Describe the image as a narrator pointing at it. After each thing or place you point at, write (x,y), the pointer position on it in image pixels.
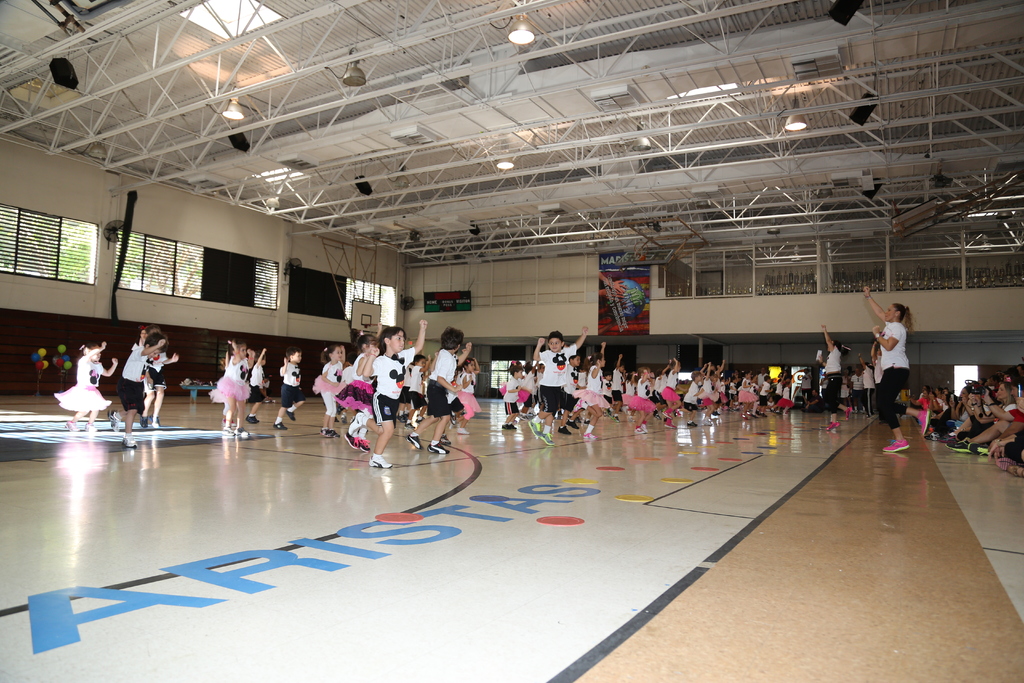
In the center of the image (545,368) a group of people (399,364) are dancing. On the right side of the image (987,419) a group of people (953,408) are there. At the top of the image (631,108) we can see lights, roof (491,69) are present. In the middle of the image (526,289) wall (549,302), boards (458,301), windows (261,285), fan (109,234) are there. At the bottom of the image (352,595) floor (323,516) is there.
